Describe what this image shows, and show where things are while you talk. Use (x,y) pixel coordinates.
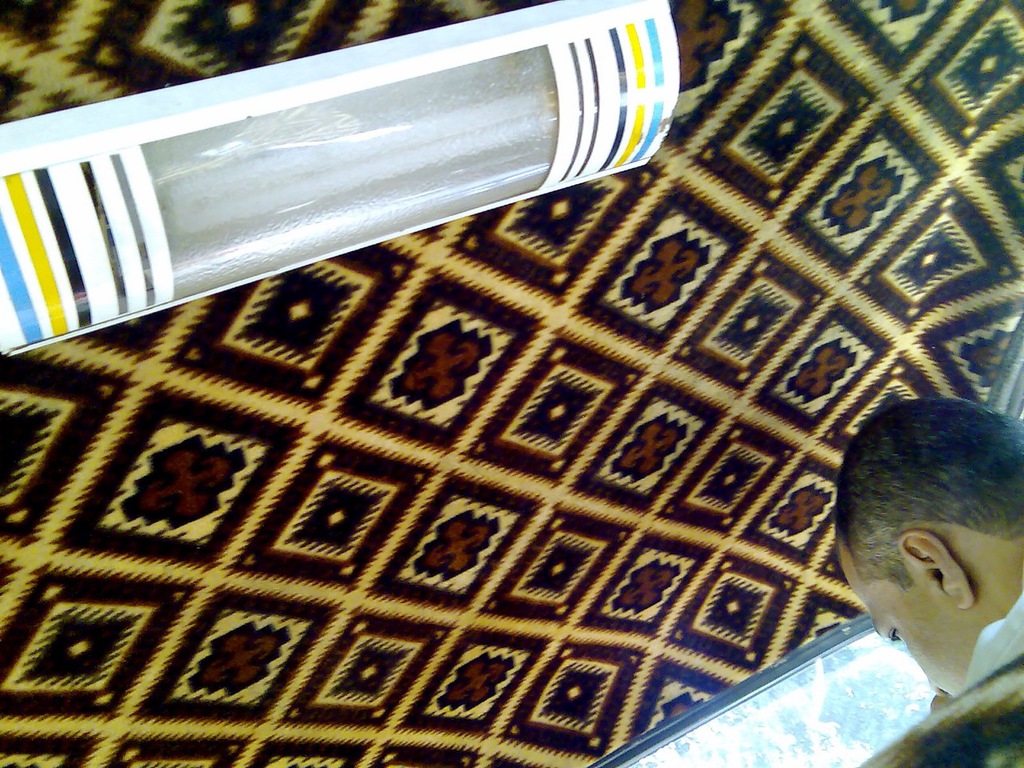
In this given picture, I can see a person (949,510) sitting inside a car (1019,712) and i can see a top (376,529) is furnished with design mat (823,128) after that a light (343,170) and next i can see a mirror (729,723) finally i can see a certain trees (852,701).
